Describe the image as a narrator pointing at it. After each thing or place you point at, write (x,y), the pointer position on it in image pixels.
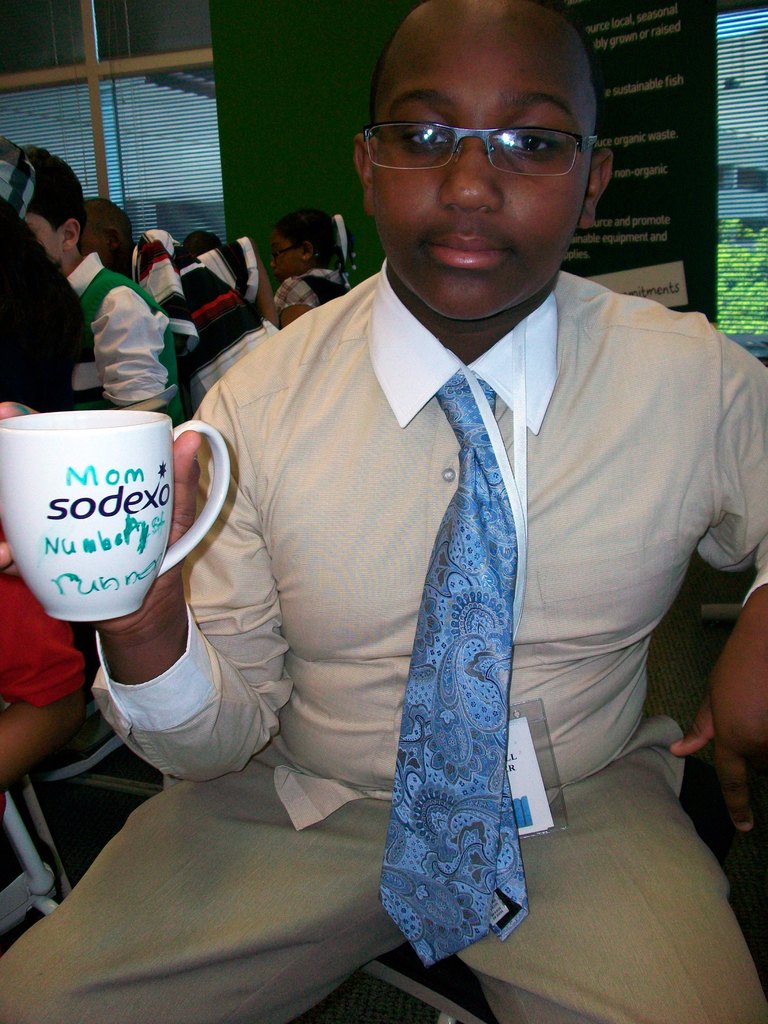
In the image we can see there is a person (486,394) who is sitting on chair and holding a cup (134,492) and at the back (321,247) there are lot of people (222,318) who are sitting.
